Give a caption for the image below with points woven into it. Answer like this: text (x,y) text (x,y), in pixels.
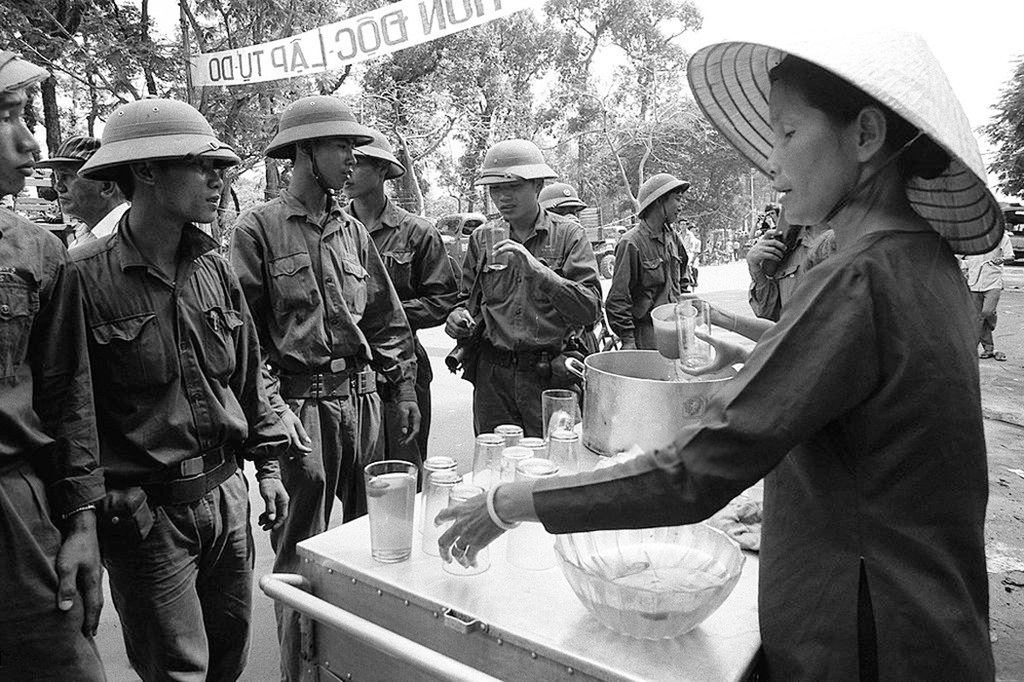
In this image I can see in the middle (363,287) a group of men (180,346) are standing, they are wearing shirts (242,421), trousers (302,406), helmets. On the right side (791,462) there is a woman (934,486) standing, at the top (506,113) there are trees (464,114).
